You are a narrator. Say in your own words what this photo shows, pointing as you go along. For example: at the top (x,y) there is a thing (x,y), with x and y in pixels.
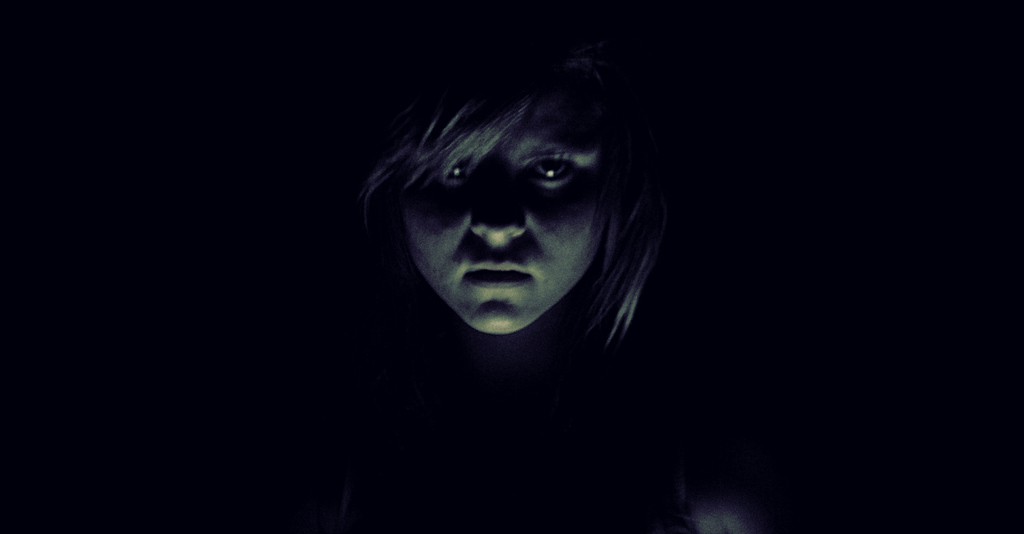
In the center of the image (632,294) there is a girl (419,219).
